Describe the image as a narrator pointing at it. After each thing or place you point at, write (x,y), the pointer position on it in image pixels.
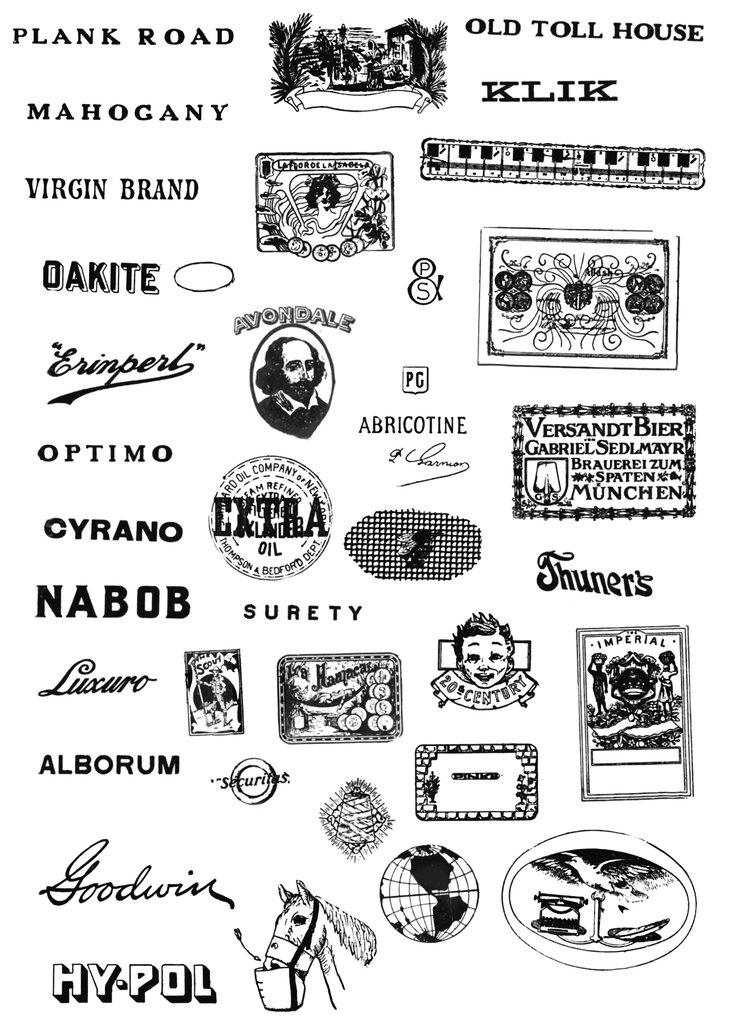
In this image there are few pictures (494,645) and there is something written on it.
